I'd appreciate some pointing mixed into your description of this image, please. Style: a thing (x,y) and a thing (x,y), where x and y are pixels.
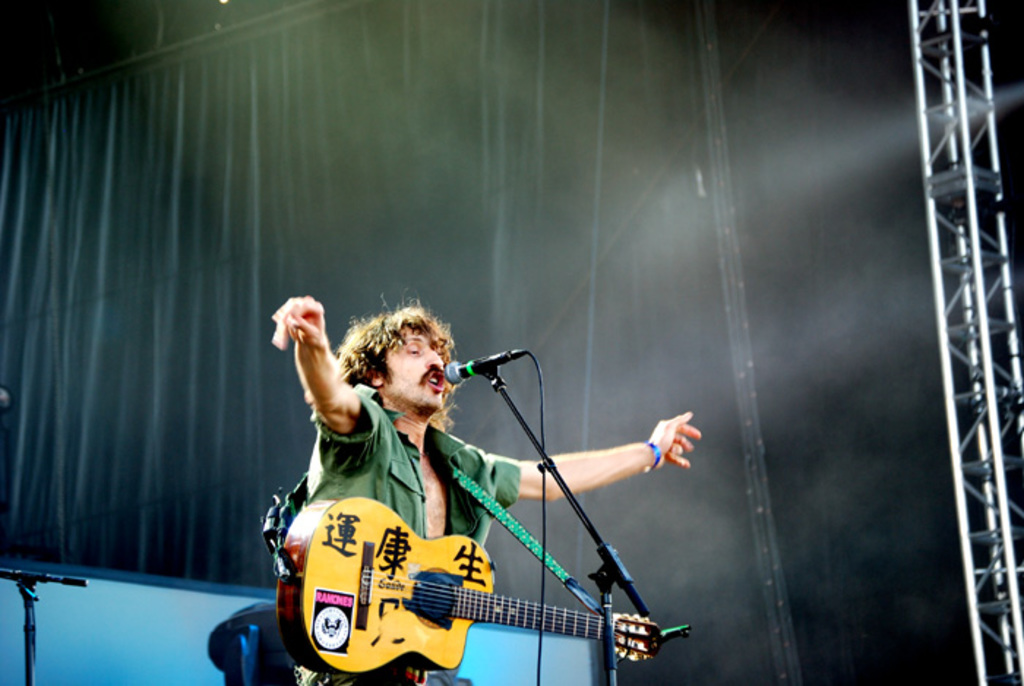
In this picture we can see a guy (402,349) with a guitar (417,547) and microphone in front of him, the guy (398,466) is spreading his hands (347,414) and he is singing and we can say it by seeing his mouth (439,386) and behind him there is a curtain (156,251) black color, here there is some sort of iron pole (954,439).
